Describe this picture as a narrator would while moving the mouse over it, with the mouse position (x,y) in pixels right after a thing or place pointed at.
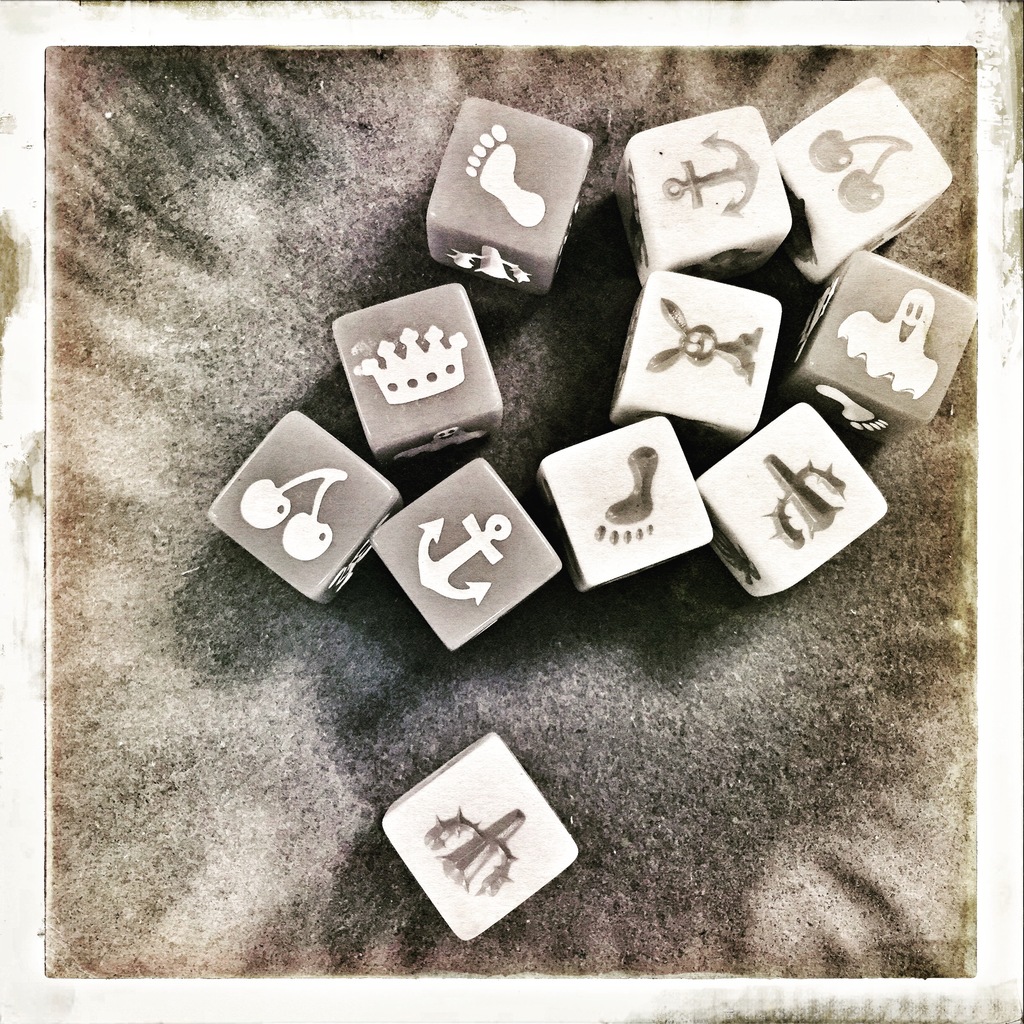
In the image we can see a photo (304,667). On the photo (287,668), we can see a few pieces (484,794) with some symbols (458,834).
